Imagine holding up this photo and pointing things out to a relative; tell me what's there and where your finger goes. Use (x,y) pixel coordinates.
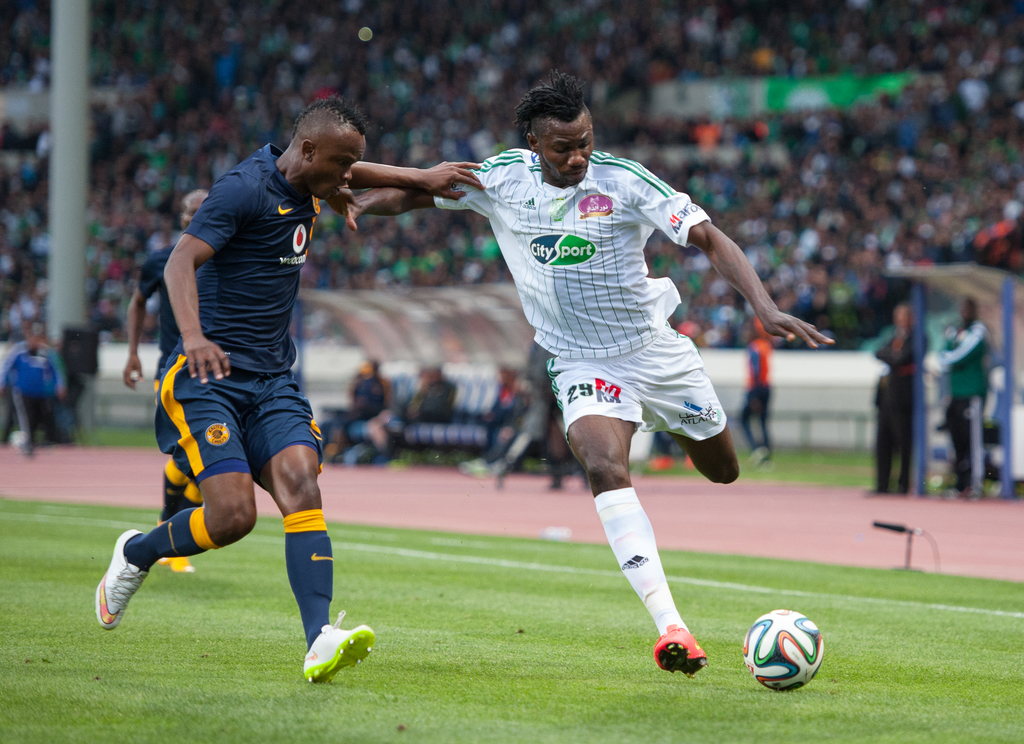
In the image there are two players (257,336) running behind football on the ground (485,682) and behind there are many people (848,178) sitting and staring at the game.
